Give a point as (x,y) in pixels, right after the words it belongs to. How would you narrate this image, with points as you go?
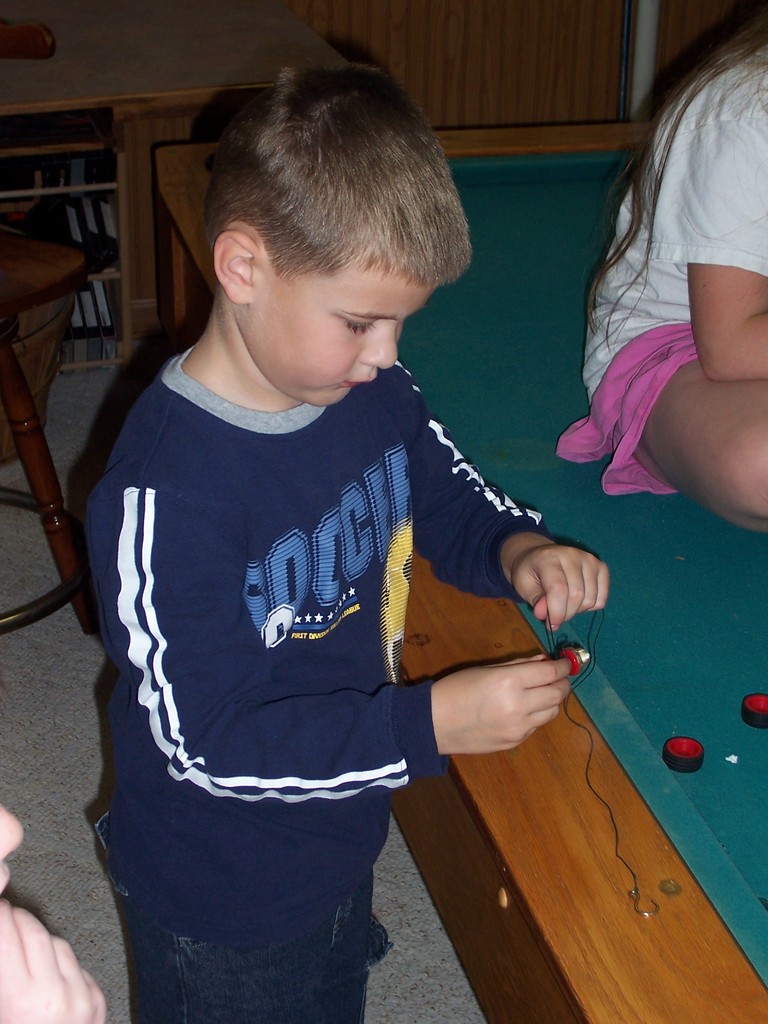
In this picture we can see boy (242,830) standing and doing something with wires (598,632) or thread (560,652) and beside to him girl (699,66) sitting on table (541,331) and in background (112,239) we can see racks (83,187) with books (78,199) in it, wall (402,81).
